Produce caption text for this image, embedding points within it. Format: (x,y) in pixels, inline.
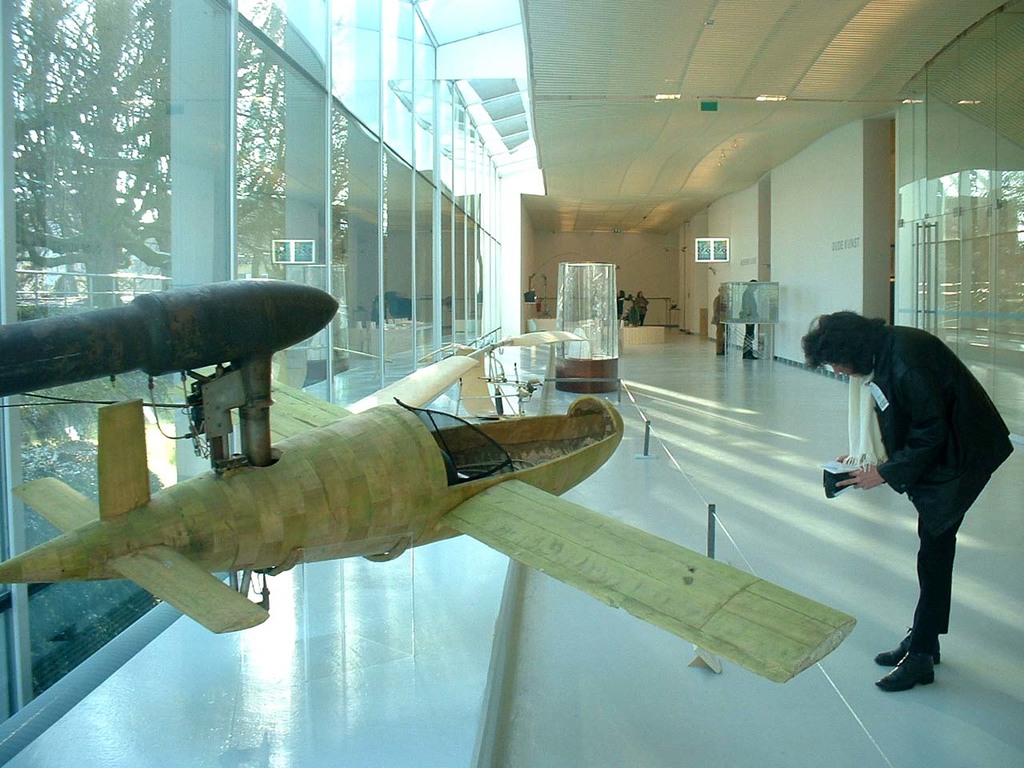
This picture describes about group of people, on the left side of the image (319,261) we can see few trees (155,158), glasses (253,202) and a miniature (509,484), and also we can see few lights (661,95).
